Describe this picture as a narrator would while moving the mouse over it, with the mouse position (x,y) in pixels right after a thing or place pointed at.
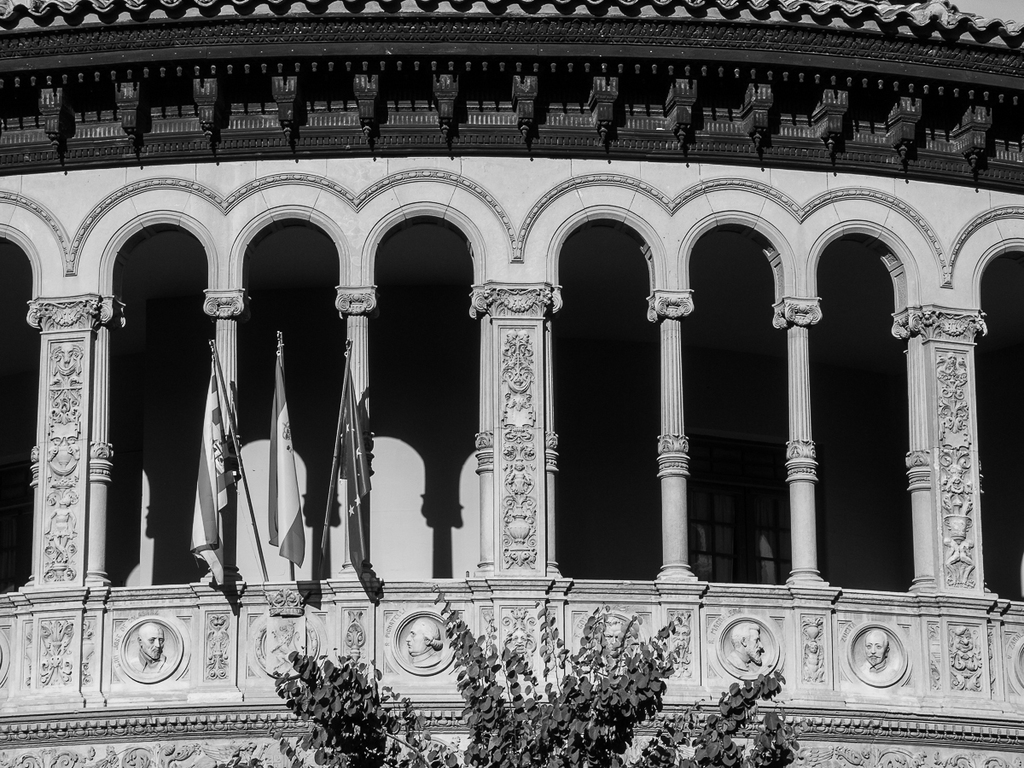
This is a black and white image. At the bottom of the image (598,672), there is a tree (567,706) having leaves (356,675). In the background (361,441), there are three flags (349,408) attached to a wall (440,471) of the building (312,484) which is having pillars (932,452) and sculptures (67,371) on the wall (189,662).
